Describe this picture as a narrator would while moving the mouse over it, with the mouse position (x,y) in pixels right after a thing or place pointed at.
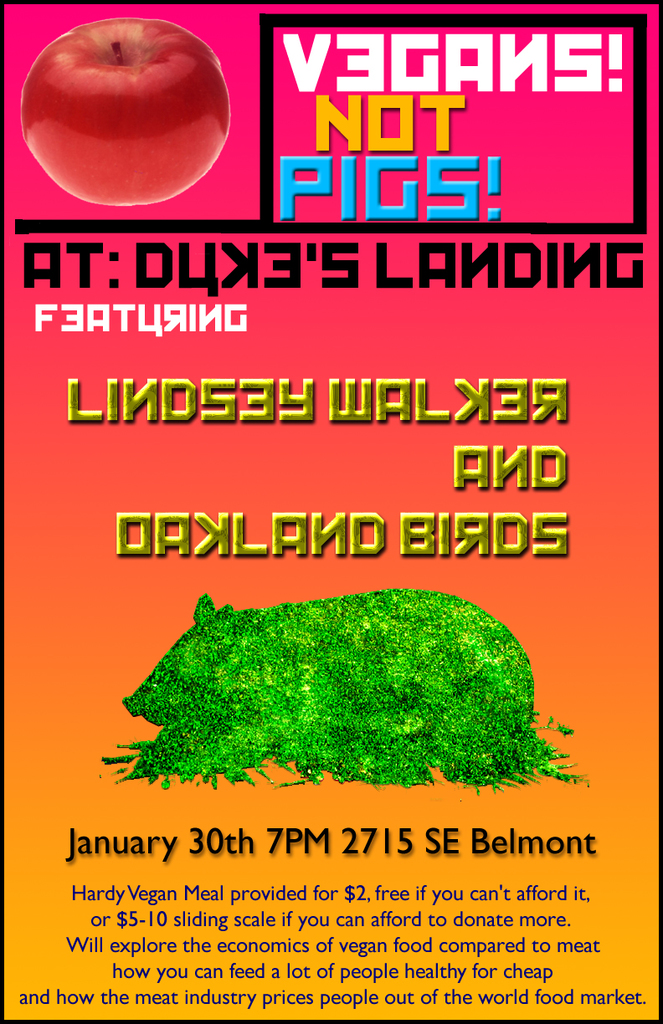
We can see poster (241,569), on this poster (232,645) we can see text (419,246) and apple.
